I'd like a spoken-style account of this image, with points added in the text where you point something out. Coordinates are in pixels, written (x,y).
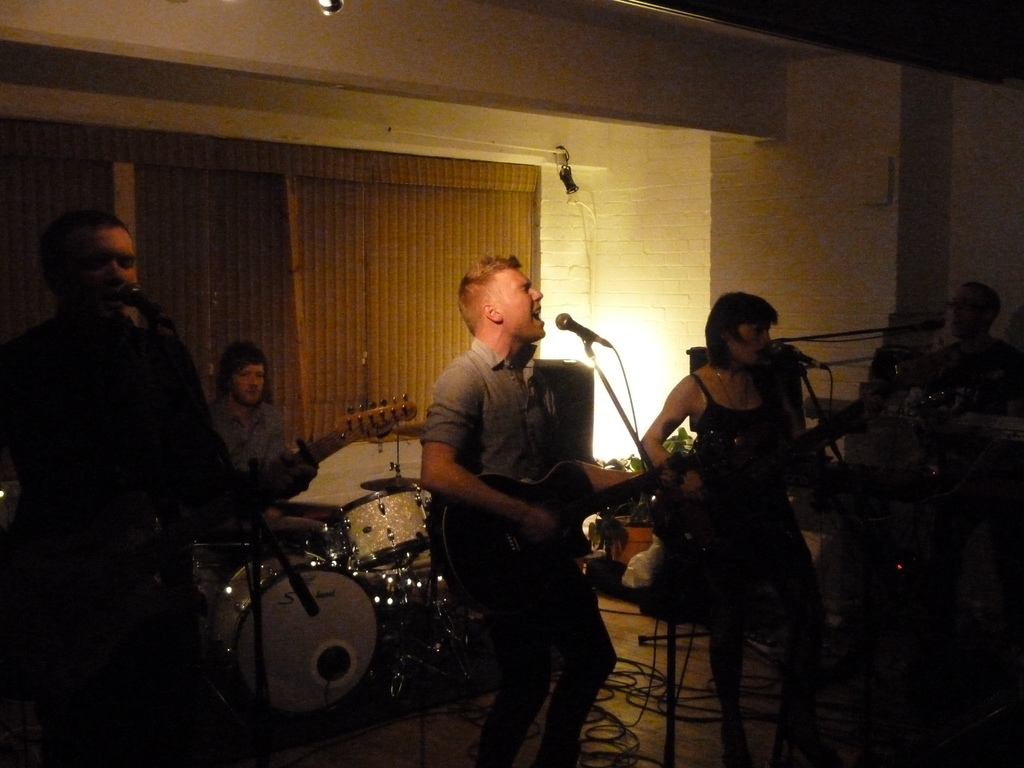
In this picture I can see 4 men (77,245) and a woman (764,529) and I see that 4 of them are standing in front (569,497) holding musical instruments (682,487) in their hands (692,470) and in the background (255,399) I can see a man (232,419) who is sitting near to the drums (351,525) and on the floor (659,746) I can see the wires (618,741). In the center of this picture (661,341) I can see the light (660,354) and I see that this picture is a bit in dark.
